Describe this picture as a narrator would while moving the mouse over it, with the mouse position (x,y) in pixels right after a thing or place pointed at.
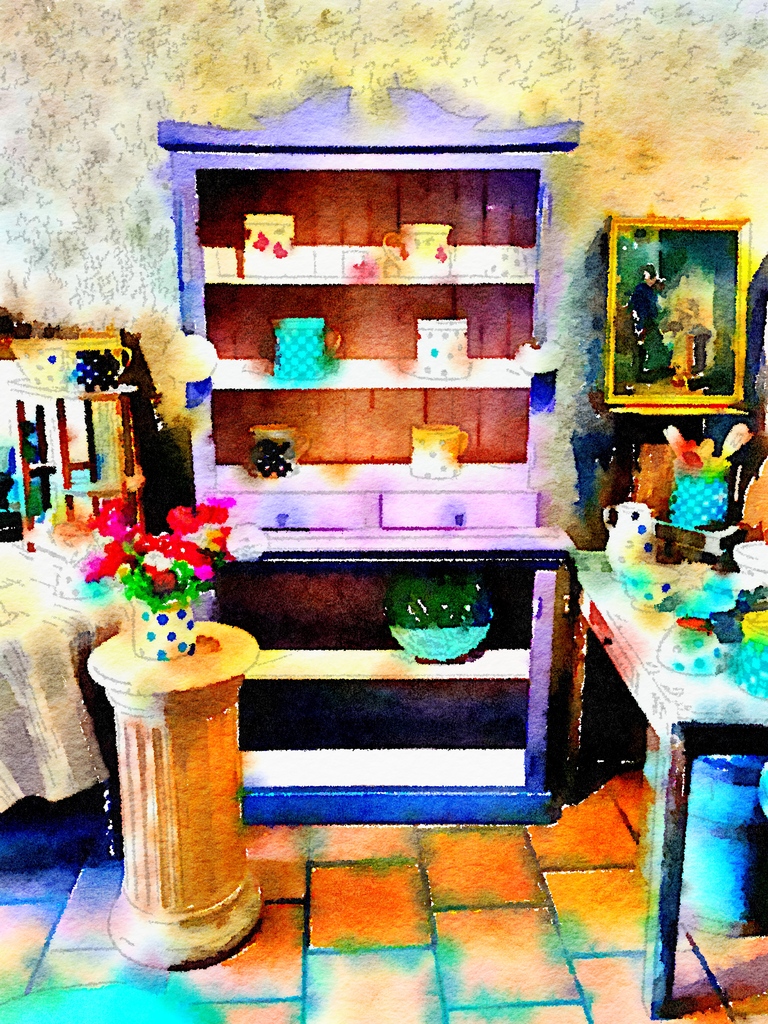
In this image we can see a painting (479,478). In painting (424,391) we can see many objects (129,472) on the tables (628,668) at the either sides of the image. There is a photo frame (724,251) on the wall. There are flowers (172,580) and vase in the image. There is a cupboard (263,568) in the image.
